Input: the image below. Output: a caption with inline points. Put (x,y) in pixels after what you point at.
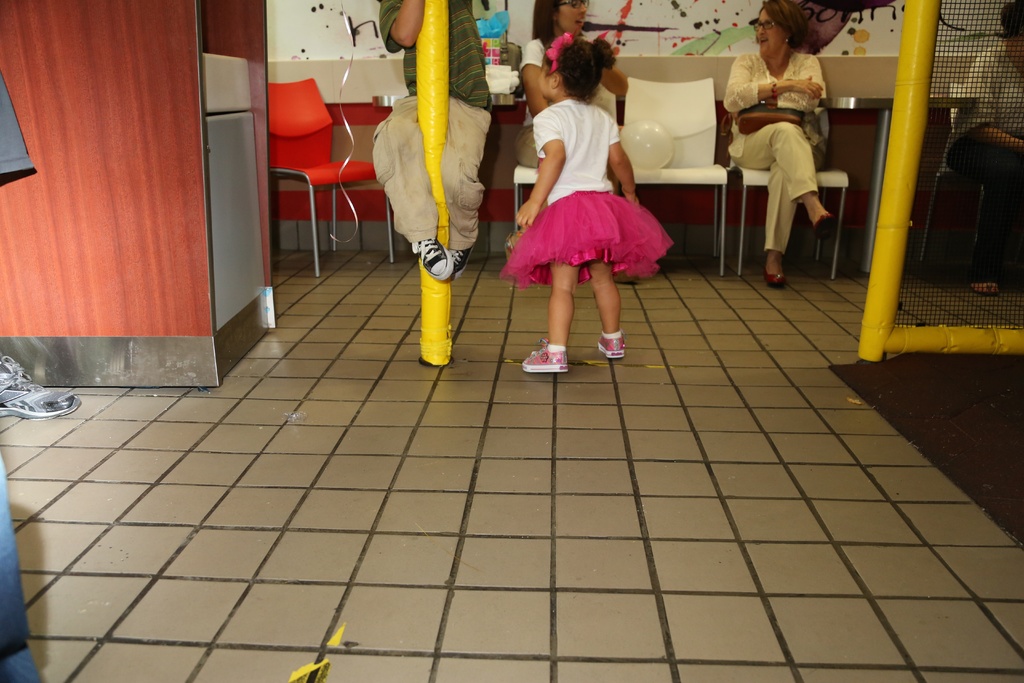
In this image, we can see few peoples (584,158), chairs (684,159), table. Right side (942,224), there is a net (921,261) and pole (873,283). Left side (147,327), there is a cupboard (137,335), shoe (40,399) and cloth (22,163). At the bottom (429,571), we can see floor (446,637).
